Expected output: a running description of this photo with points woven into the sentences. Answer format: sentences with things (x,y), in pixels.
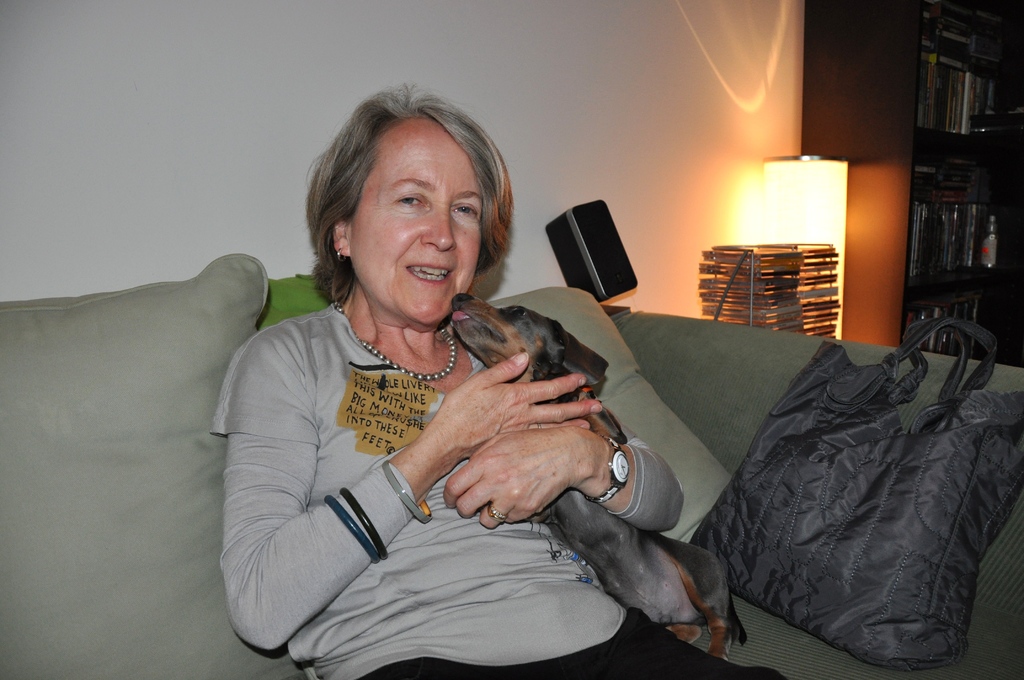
In this image I can see a person (444,252) smiling and holding the dog (578,355). And she is sitting on the couch (184,582). On the couch (942,358) there is a bag (793,439) and pillows (113,399). At the back of her there is a light (766,206) and the cupboard (864,136).
